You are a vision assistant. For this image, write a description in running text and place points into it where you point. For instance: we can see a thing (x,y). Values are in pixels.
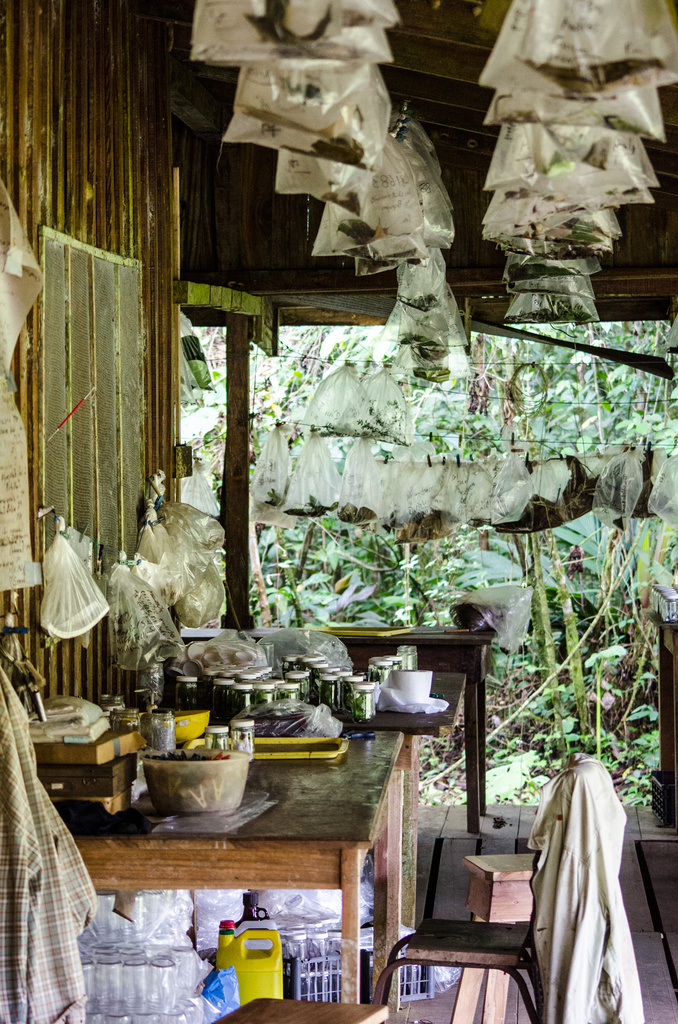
in the picture there are many polythene covers (324,122) with some items (312,155) in it, there are tables (326,767) near to the wall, there are also chairs (503,863) many items (322,718) and bottles (361,708) on table (462,694).
